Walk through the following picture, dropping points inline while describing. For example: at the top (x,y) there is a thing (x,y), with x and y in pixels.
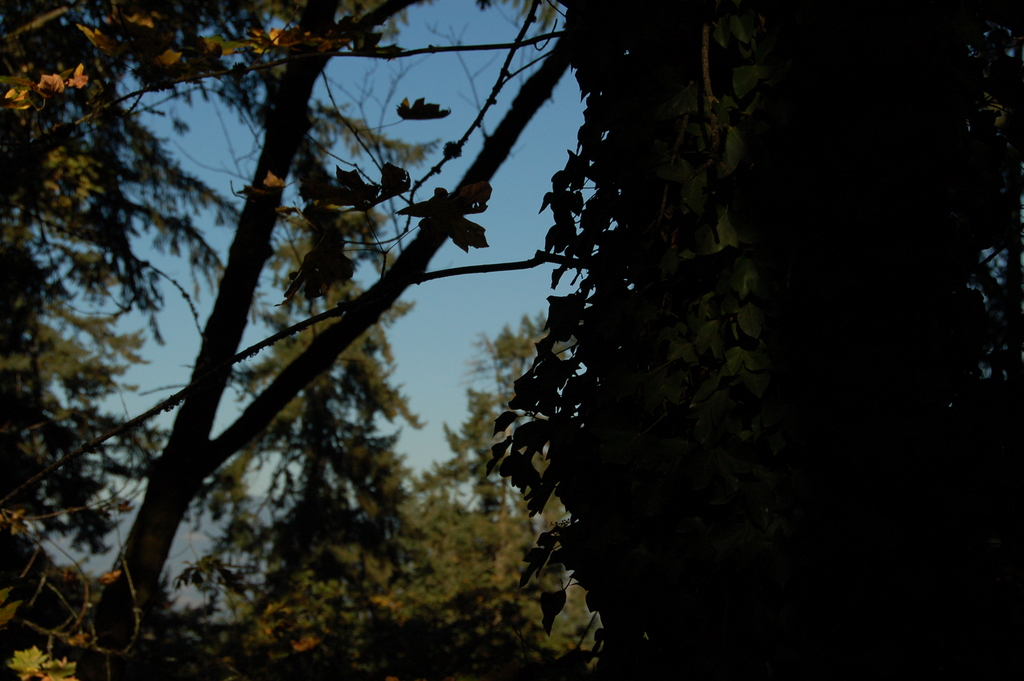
In this image we can see many trees (283,562). There is a sky (183,545) in the image. There is a hill (287,509) in the image.
